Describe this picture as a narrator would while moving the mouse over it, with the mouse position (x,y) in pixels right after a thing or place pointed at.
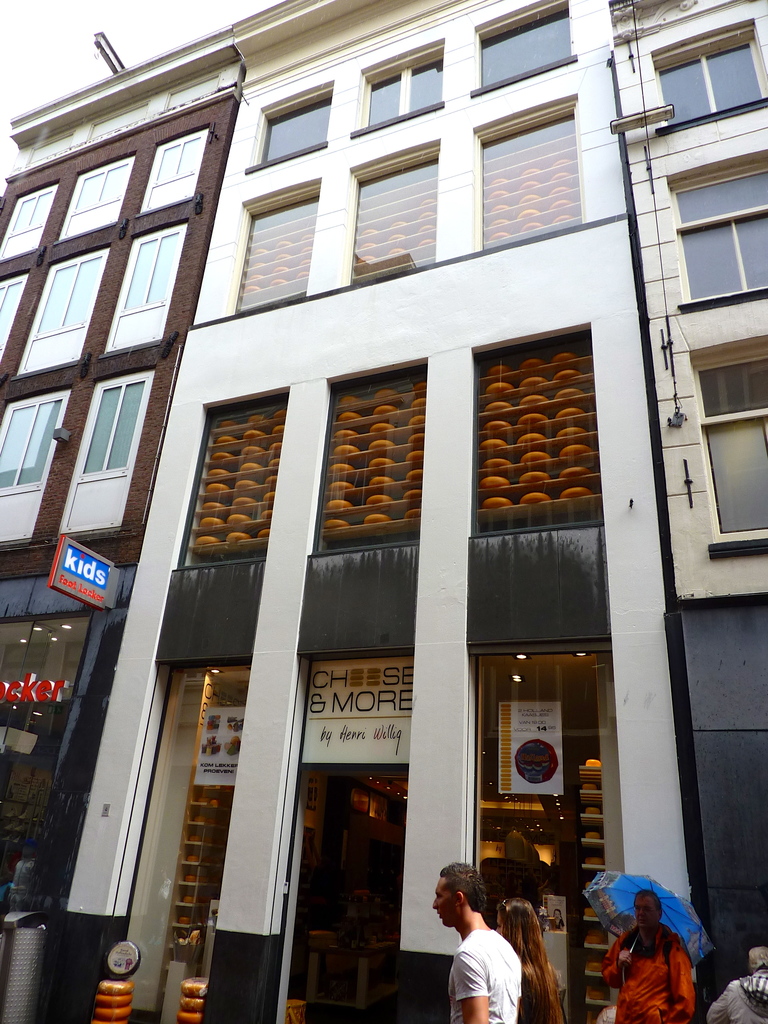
As we can see in the image there is a building (258,732), dustbin (25,948) and few people (476,945) here and there. The man (642,977) over here is holding an umbrella (670,890). On the top (39,33) there is sky (21,52).
